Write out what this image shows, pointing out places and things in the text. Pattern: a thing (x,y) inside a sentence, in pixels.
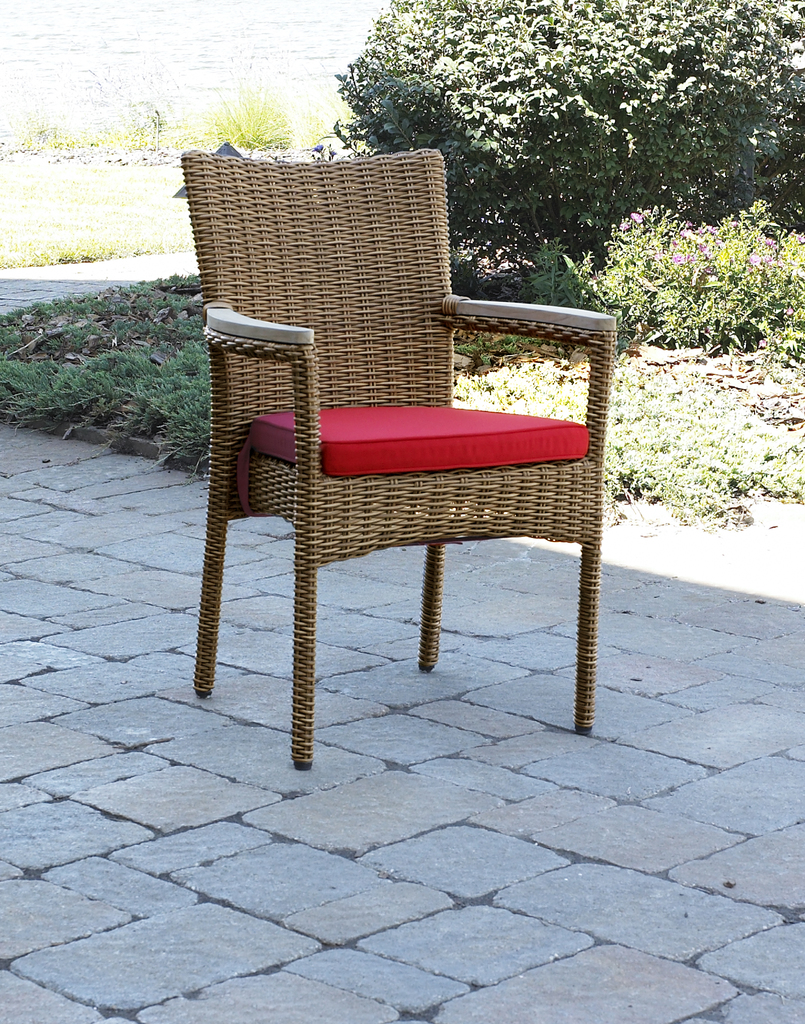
Here in this picture we can see a chair (280,317) present on the ground (277,556) over there and behind it we can see plants (116,383) and trees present here and there and we can see some part of ground (110,275) is covered with grass (179,236) over there.
